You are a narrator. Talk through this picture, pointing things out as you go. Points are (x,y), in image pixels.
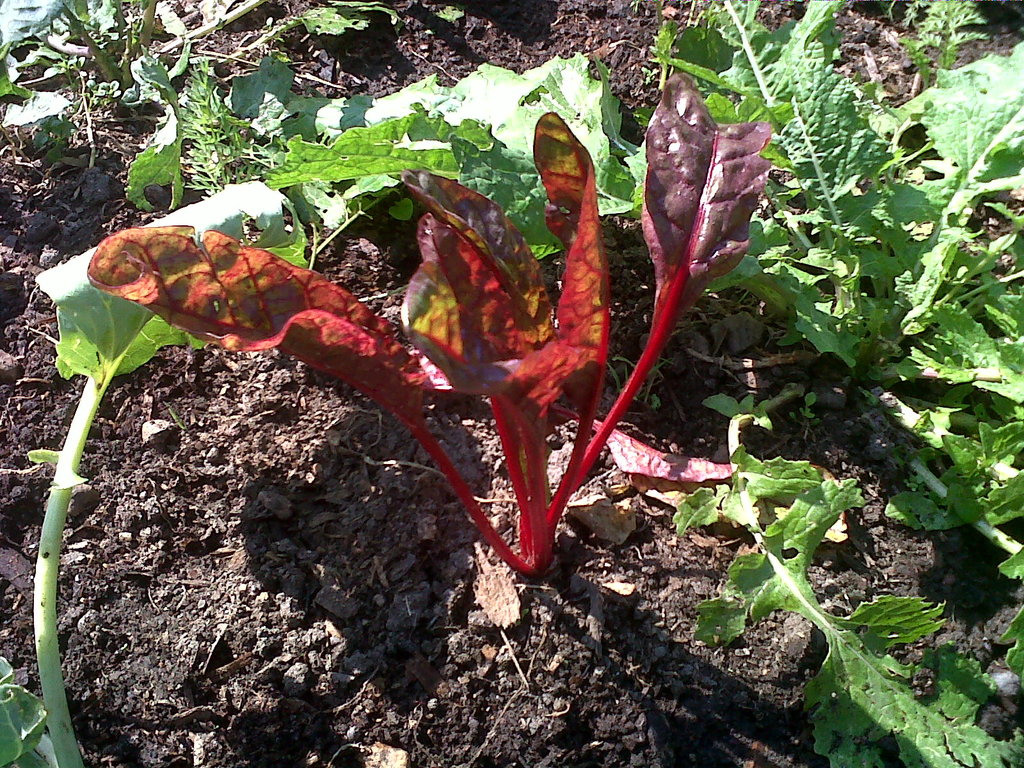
In this image there are plants (562,331) on the surface (424,607).
